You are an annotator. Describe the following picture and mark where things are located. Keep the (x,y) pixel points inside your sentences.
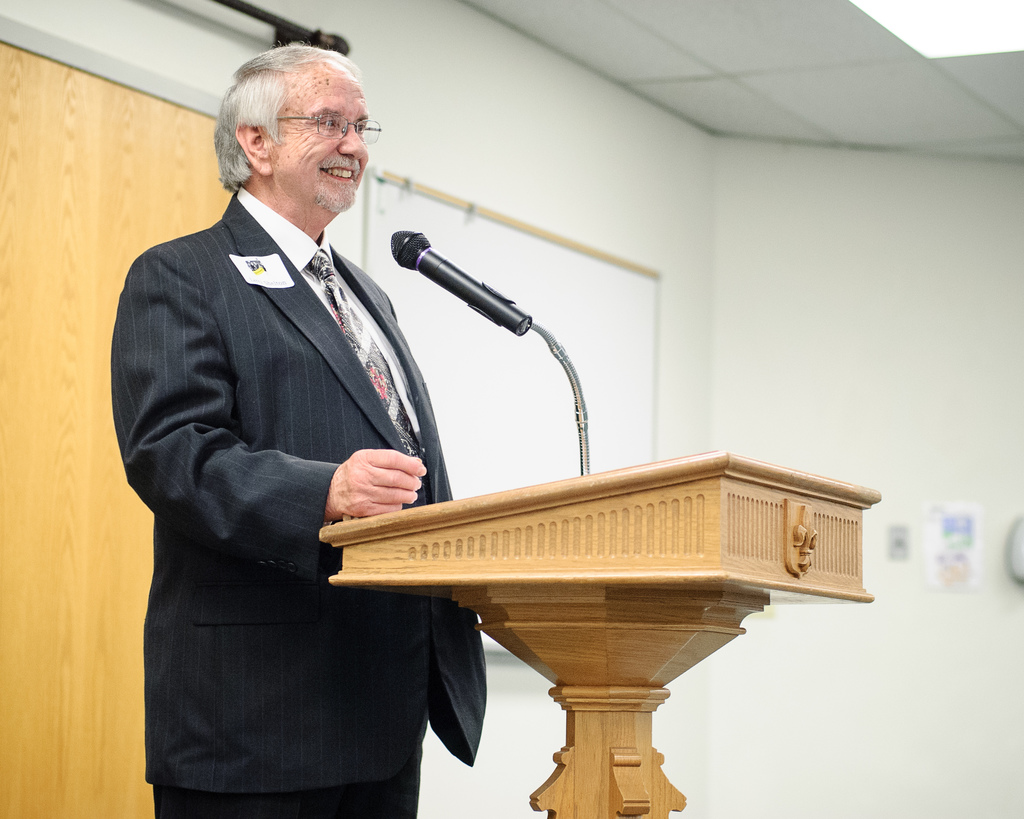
In this picture we can see a man (307,499) is standing and smiling in front of a podium (504,519), there is a microphone (521,333) on the podium (610,570), in the background (776,285) we can see a wall (893,172) and a board (623,323).
